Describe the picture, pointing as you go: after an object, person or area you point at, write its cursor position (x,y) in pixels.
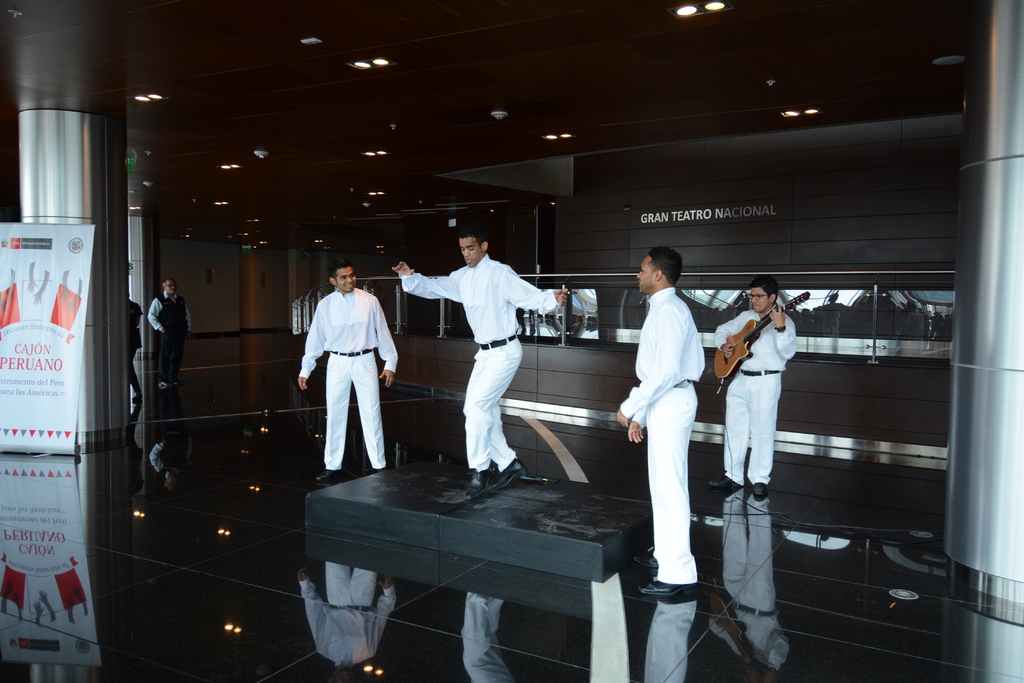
Here in the middle (490,384) we can see a group of people (486,352) present in white colored dresses (656,463) over there, the person (483,463) in the middle (499,295) is dancing on a platform (451,495) over there and two of them are watching and the person (717,340) behind them is playing guitar (724,371) and on the left side (179,296) we can see a banner (25,283) present and we can see other people (164,307) standing over there and on the roof (248,178) we can see lights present over there.
